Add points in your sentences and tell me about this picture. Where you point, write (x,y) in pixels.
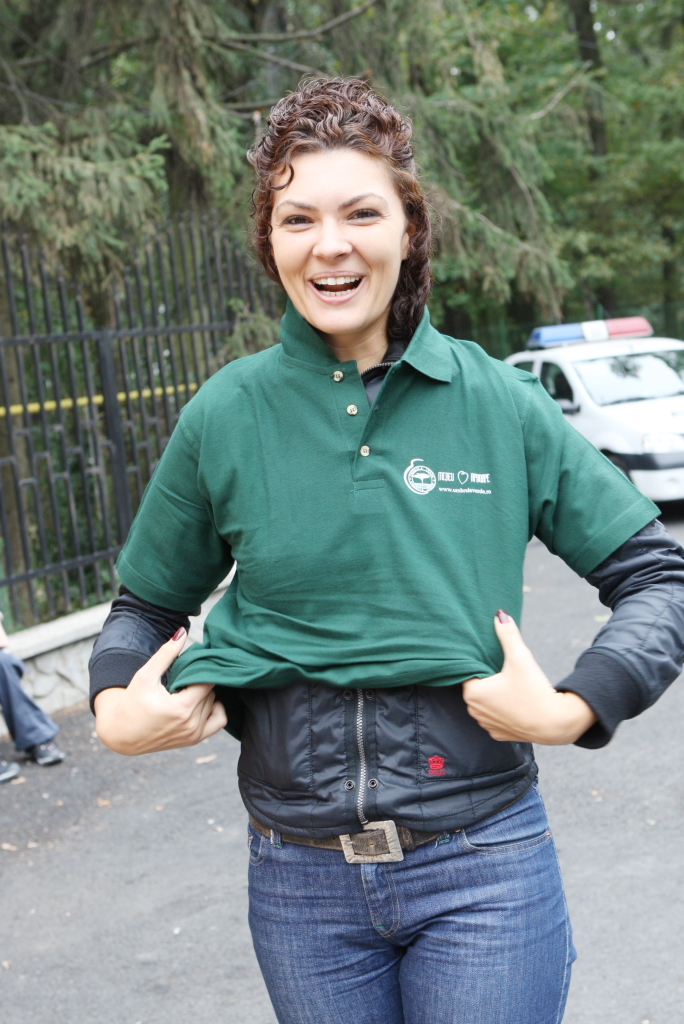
In this image there is a woman (355,503) standing towards the bottom of the image (407,789), there is road (160,914) towards the bottom of the image (226,934), there is a person's leg (34,732) towards the left of the image (34,709), there is a metal fence (108,370) towards the left of the image (96,415), there is a car (630,375) towards the right of the image (618,386), at the background of the image (554,190) there are trees (130,90).
